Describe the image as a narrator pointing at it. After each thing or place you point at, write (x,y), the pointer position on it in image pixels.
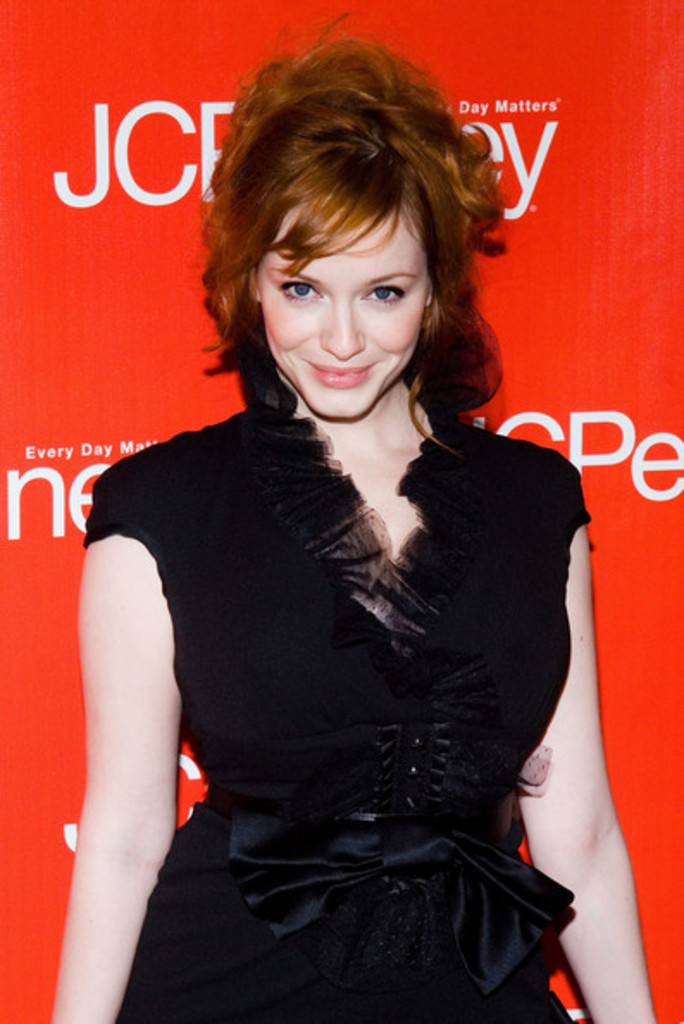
In the middle of this image (249,679), there is a woman (405,253) in black color dress (405,701), smiling and standing. In the background (631,349), there are white color texts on a red color surface (97,442).
